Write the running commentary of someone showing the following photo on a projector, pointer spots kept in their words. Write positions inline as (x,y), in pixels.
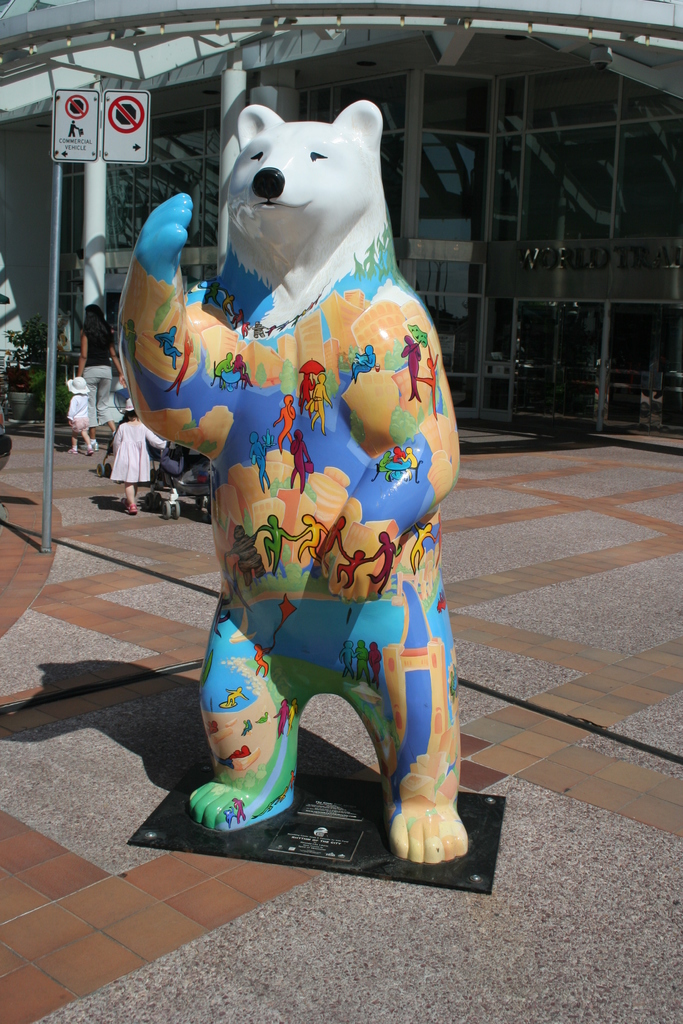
In this picture there is a bear statue (322,461) and there are few other persons (104,388) behind it and there is a building (391,167) in the background (461,167).
